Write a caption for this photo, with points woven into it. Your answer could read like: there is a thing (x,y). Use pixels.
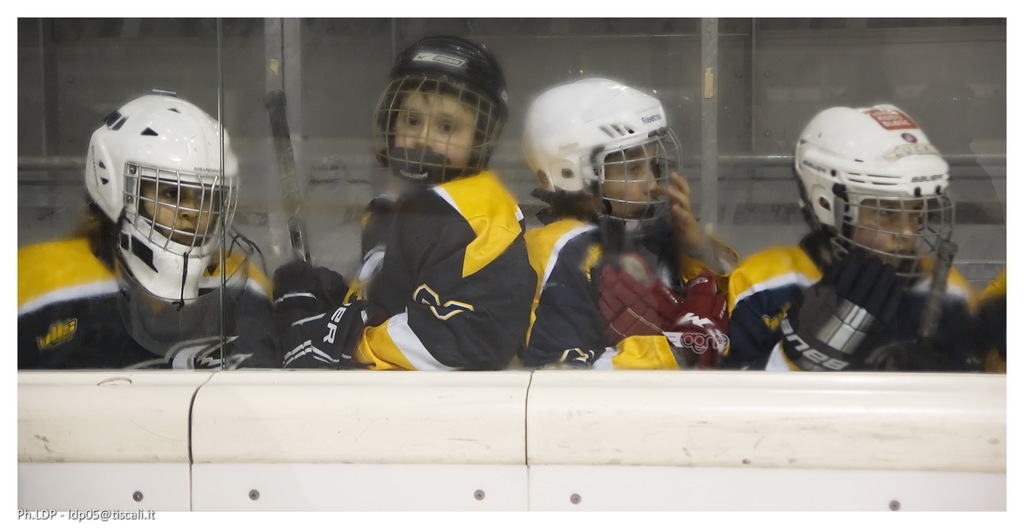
In this image in the center (541,235) there are some persons (379,265) who are wearing some costumes (427,291), and they are wearing helmets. And at the bottom (269,419) it looks like a wall (899,423), and in the background (237,121) there is a glass window (310,108).
